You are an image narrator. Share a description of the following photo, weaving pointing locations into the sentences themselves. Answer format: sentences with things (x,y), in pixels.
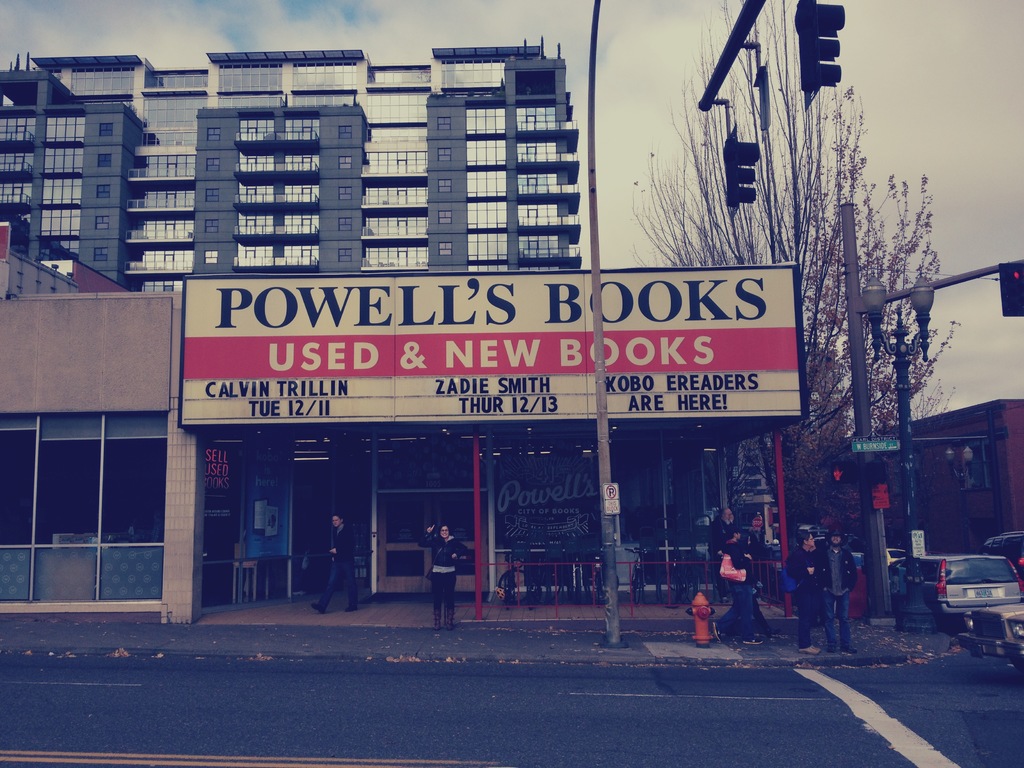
This is the picture of a place where we have some buildings (343,205) to which there are some glass windows (164,99) and there is a shop (410,407) to which there is a board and we can see some people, pole (858,291) which has some traffic lights (743,192) and a tree (768,475).
